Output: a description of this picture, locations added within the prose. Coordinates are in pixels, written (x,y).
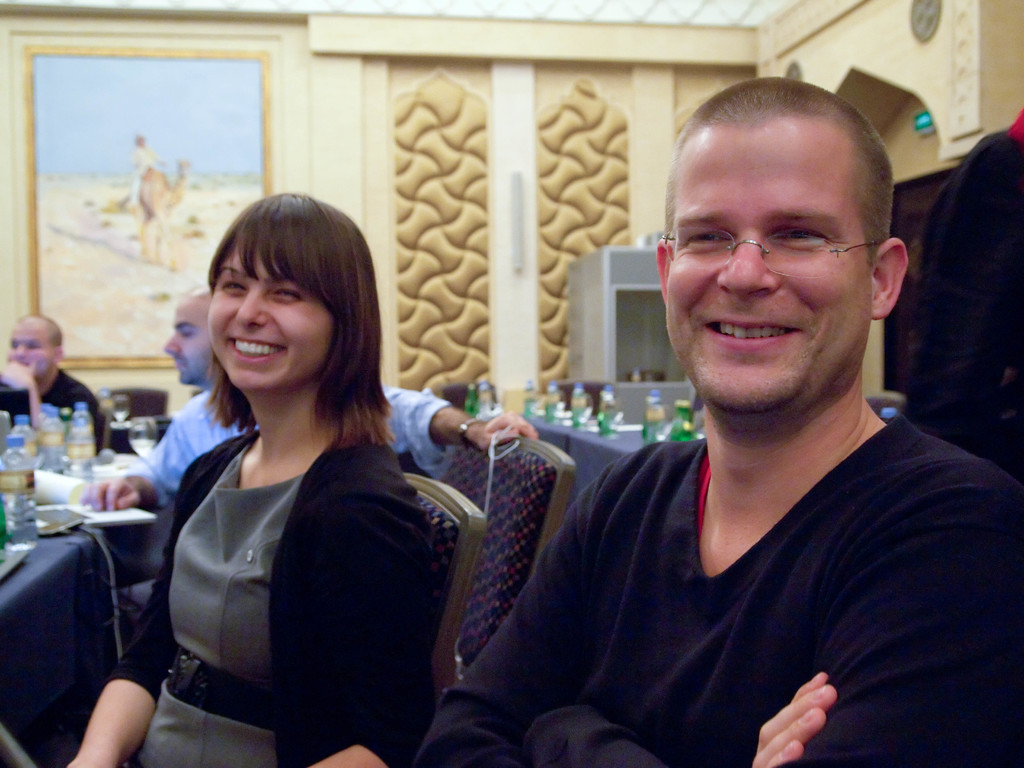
In this picture we can see a group of people (404,389) sitting on chairs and in front of the people (201,409) there are tables (44,562) and on the tables (63,555) there are bottles (89,451) and other things (114,462). Behind the people (341,415) there is a wall (458,209) with a photo frame (183,179).
